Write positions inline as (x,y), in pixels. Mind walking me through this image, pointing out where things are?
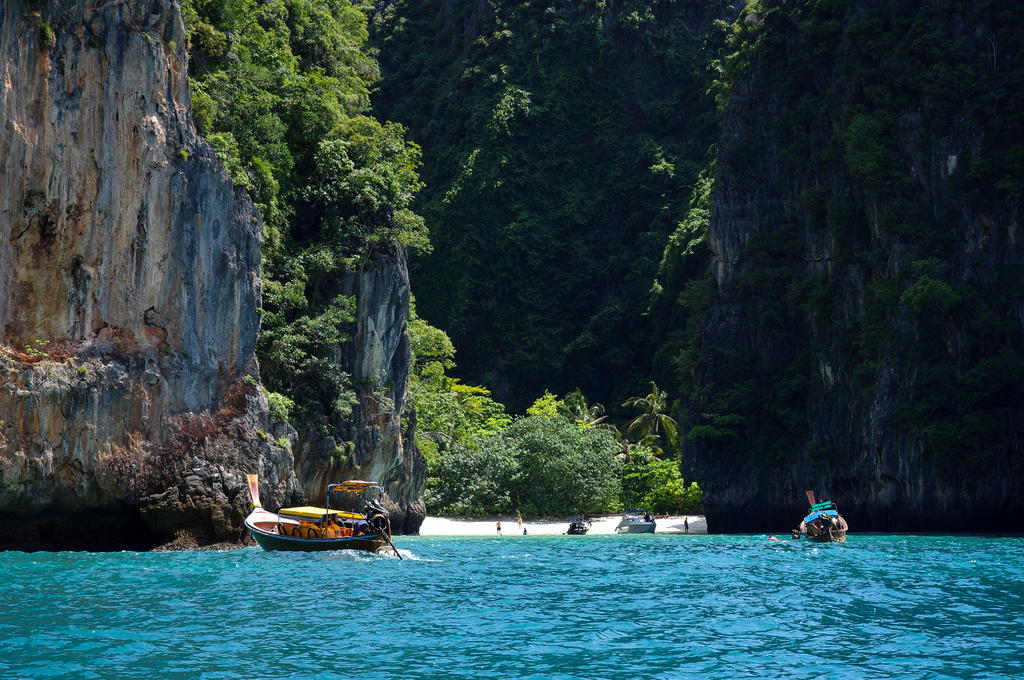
We can see ships (811,538) on the water (348,578) and we can see hill (827,247), tree (614,264), a far we can see boats (635,521), persons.
